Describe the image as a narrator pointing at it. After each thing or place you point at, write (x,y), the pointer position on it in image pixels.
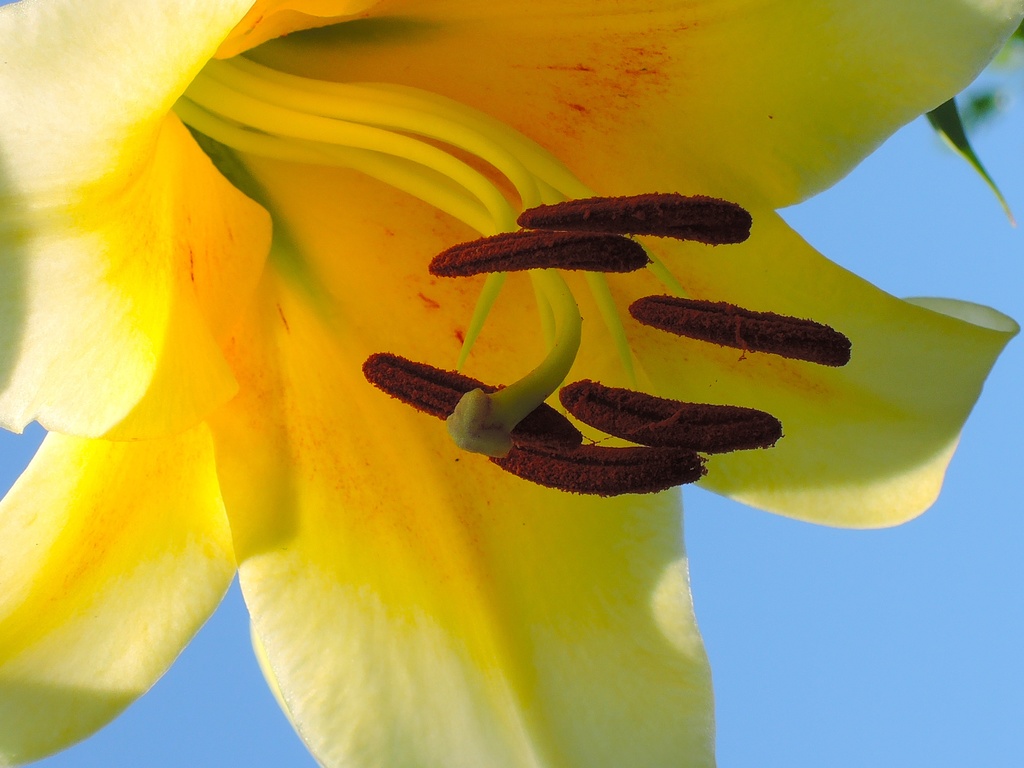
In this image we can see a flower (269,497). Behind the flower (271,471) we can see the sky (813,642).
